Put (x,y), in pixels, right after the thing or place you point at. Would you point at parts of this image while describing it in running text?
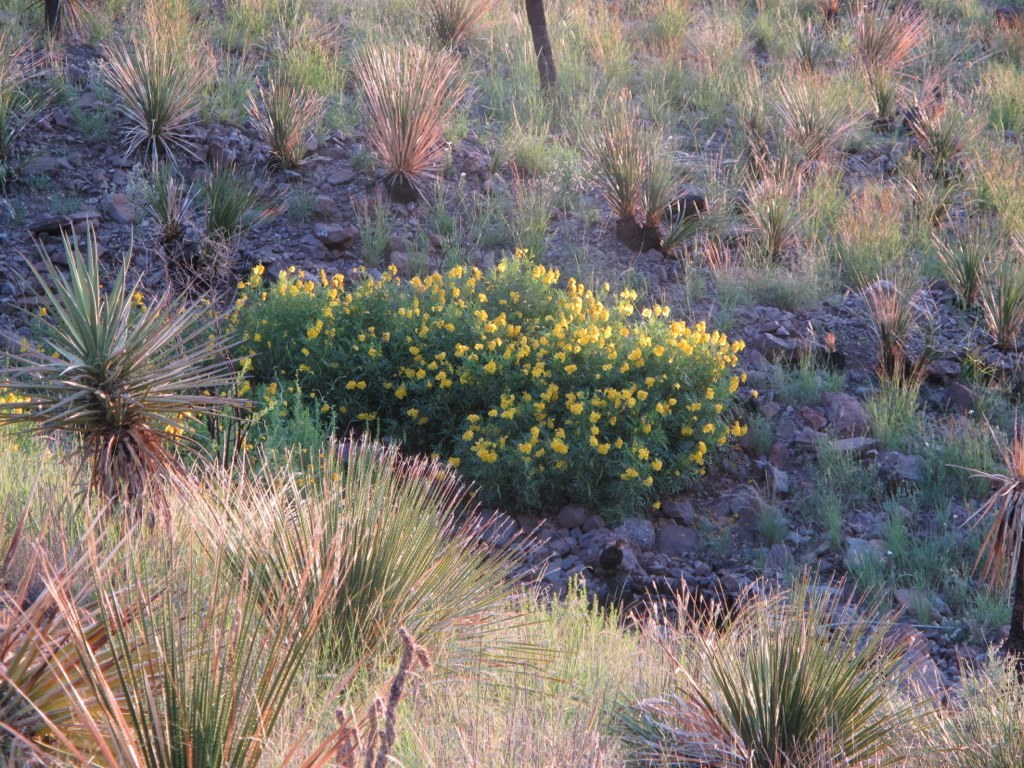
In this picture we can see flower plants (658,490) and many bushes (728,633) on the ground (375,239).
